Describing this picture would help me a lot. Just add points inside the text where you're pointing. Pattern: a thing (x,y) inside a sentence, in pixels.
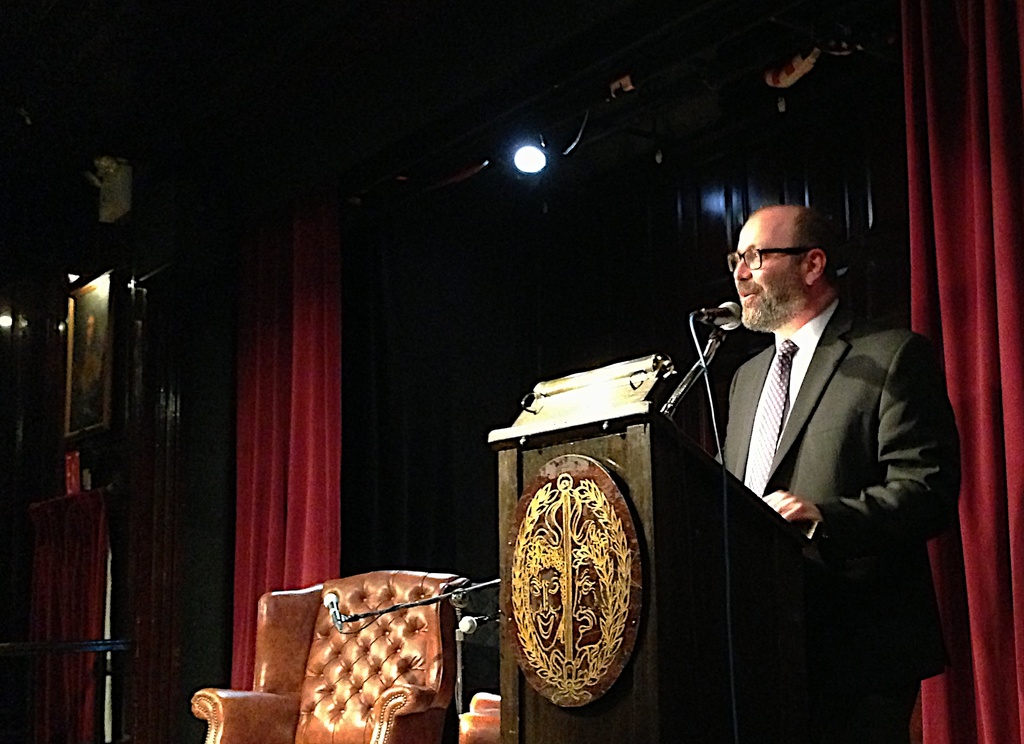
At the top (540,161) there is a light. Here we can see a frame (111,321). These are curtains (953,265) in red color. Here we can see a man (737,264) wearing white shirt (792,379), tie (783,391), a blazer (808,397) and standing near to a podium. This is a chair (292,680).
